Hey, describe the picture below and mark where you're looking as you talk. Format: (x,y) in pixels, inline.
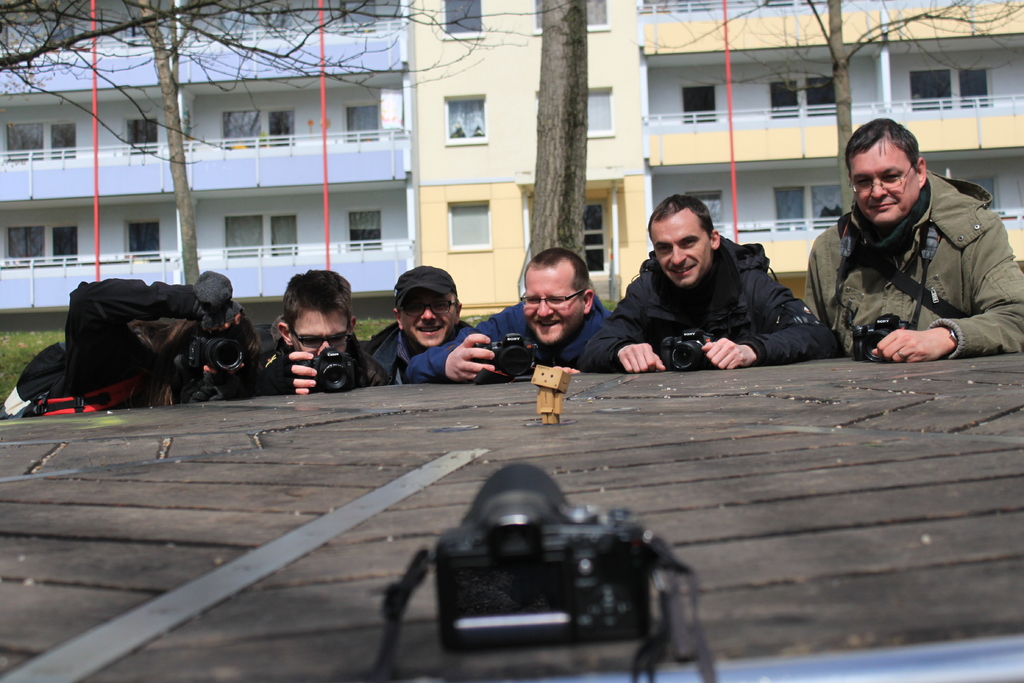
In this picture we can see some people (128,312) holding the cameras (223,362) and a toy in front of them.
